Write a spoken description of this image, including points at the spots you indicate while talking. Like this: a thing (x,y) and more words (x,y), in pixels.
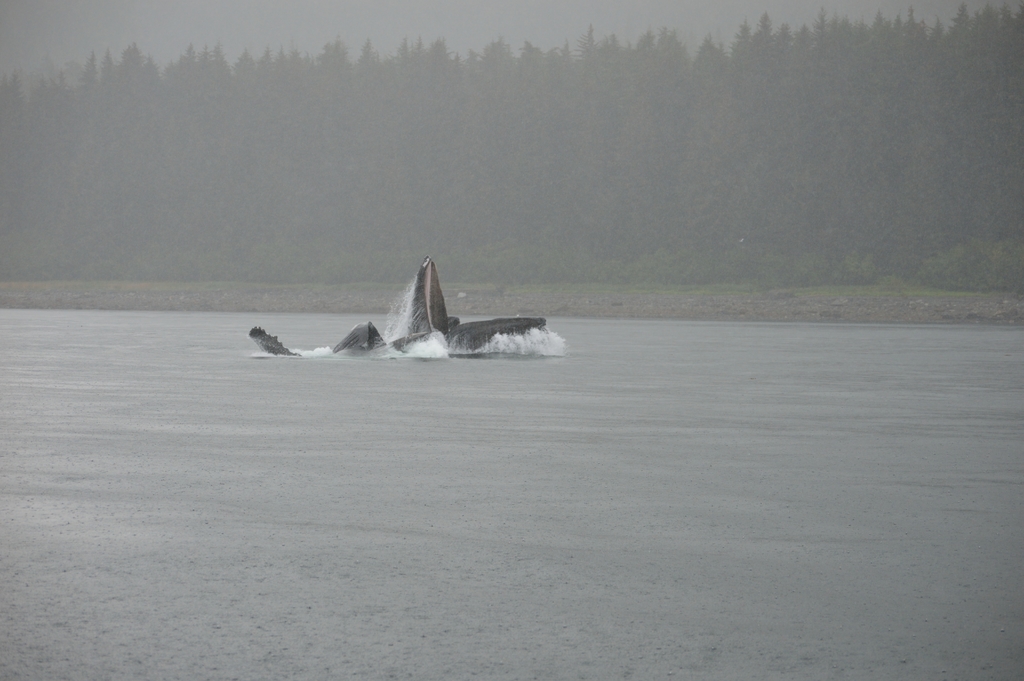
In the middle of the picture (494,326), we see whales (477,326) feeding in the water (434,397). This water (438,452) might be in the river (752,405). In the background (608,122), there are trees (468,117).
